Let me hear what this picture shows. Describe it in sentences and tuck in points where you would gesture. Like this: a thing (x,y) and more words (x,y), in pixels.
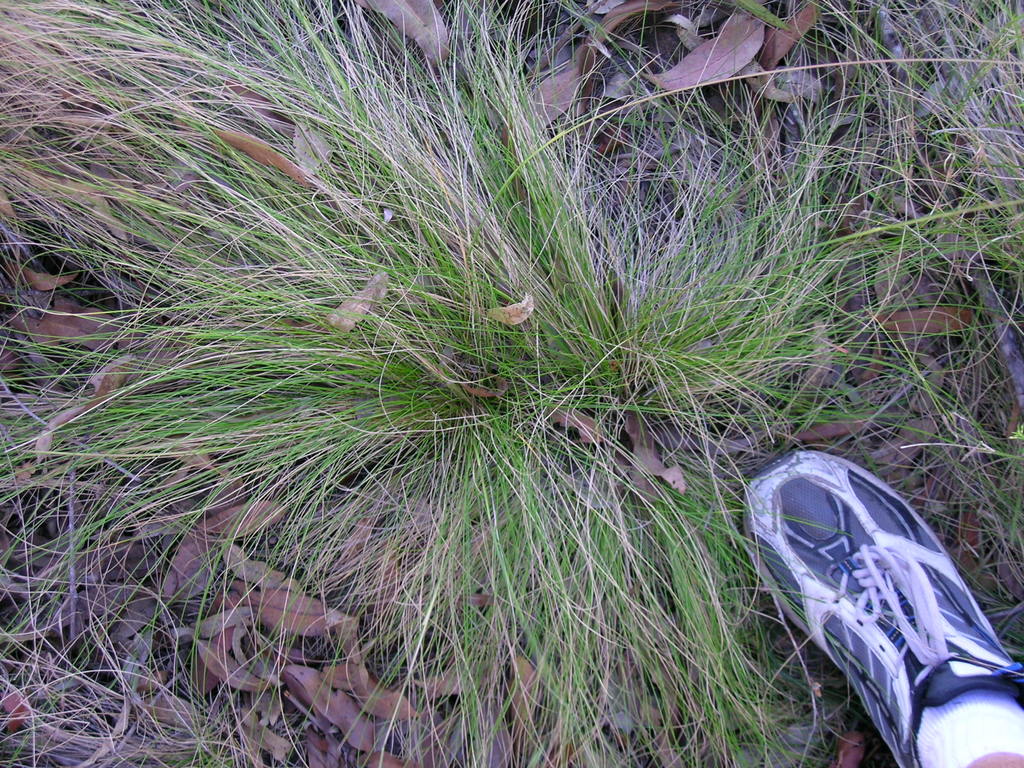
In this image there are dried leaves (256,506), grass (326,570) and a person (891,538) is wearing a shoe (907,571).
